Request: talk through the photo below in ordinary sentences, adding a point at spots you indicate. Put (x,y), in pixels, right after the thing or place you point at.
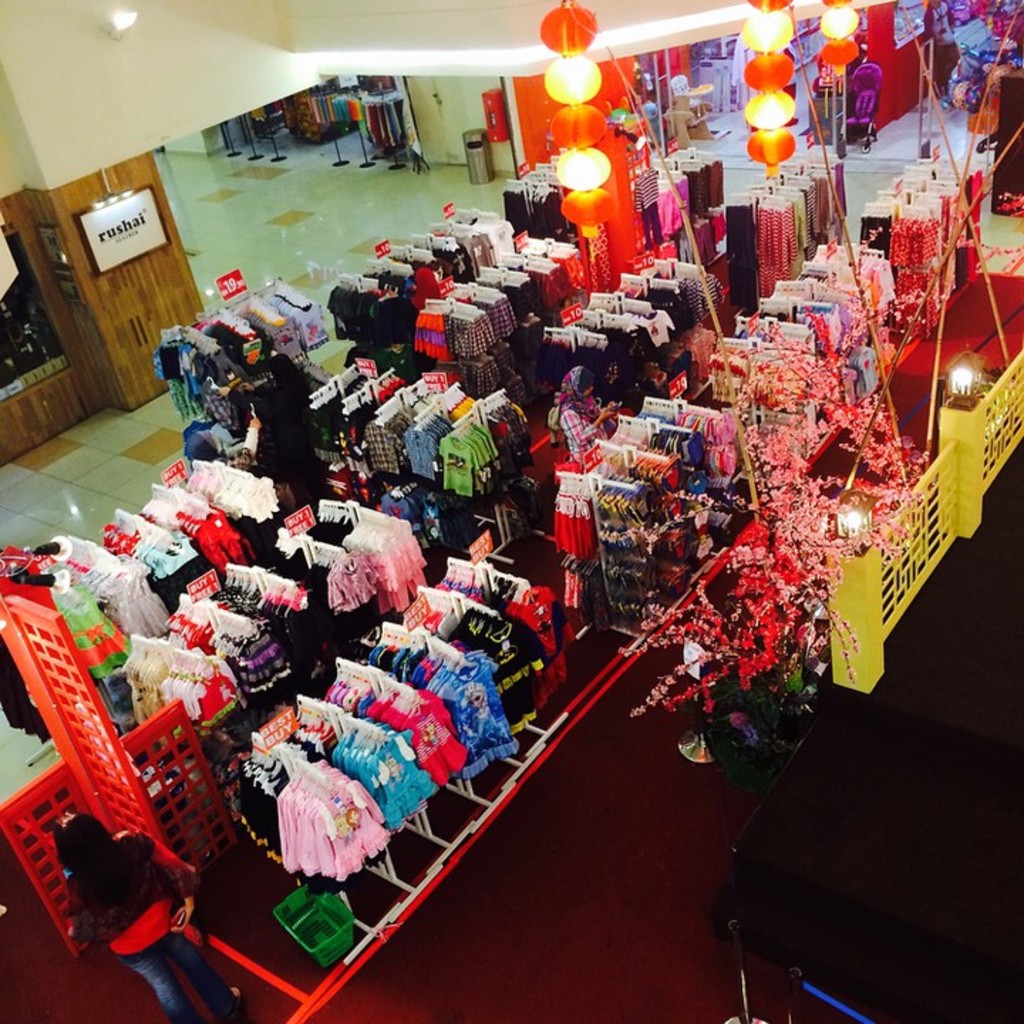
This is an inside view. Here I can see many clothes (258,514) hanging to the metal stands (377,395) and there are few people (290,410) standing and looking at the clothes (605,379). At the top of the image (581,122) there are few balloon lanterns (577,61) hanging to the ceiling (201,22). In the background (320,129) there are many metal stands (252,133) and other objects (686,106) placed on the floor (338,174). On the left side (89,263) there is a board (113,254) attached to a pillar (98,285).
